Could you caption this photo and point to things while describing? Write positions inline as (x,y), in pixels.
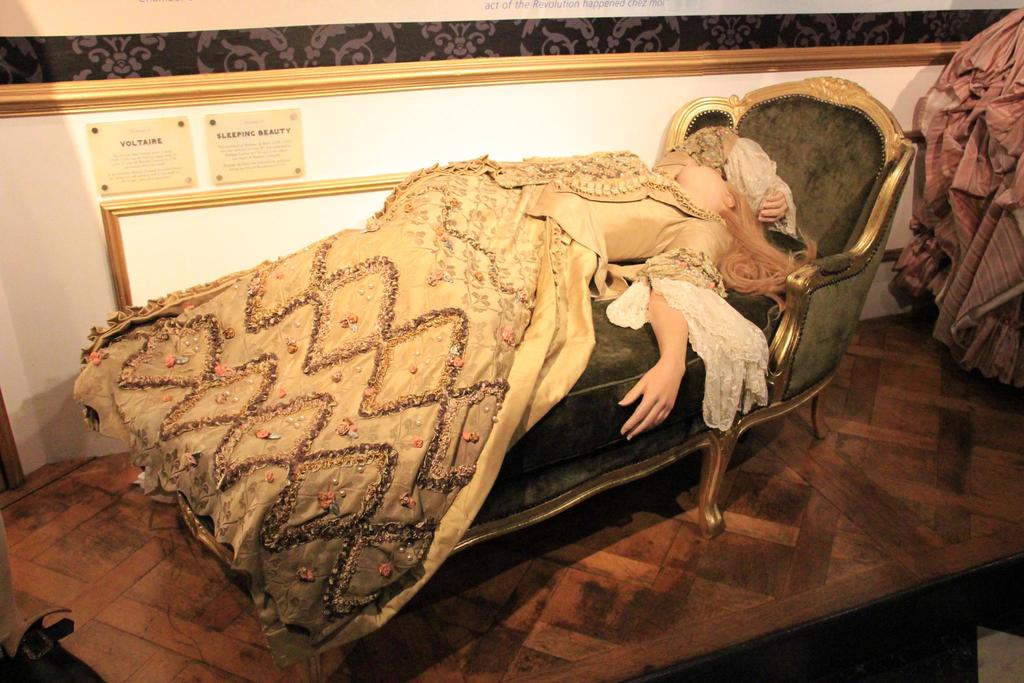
In this image we can see a woman (620,275) lying on the sofa (801,193). And we can see the wall (488,74).
